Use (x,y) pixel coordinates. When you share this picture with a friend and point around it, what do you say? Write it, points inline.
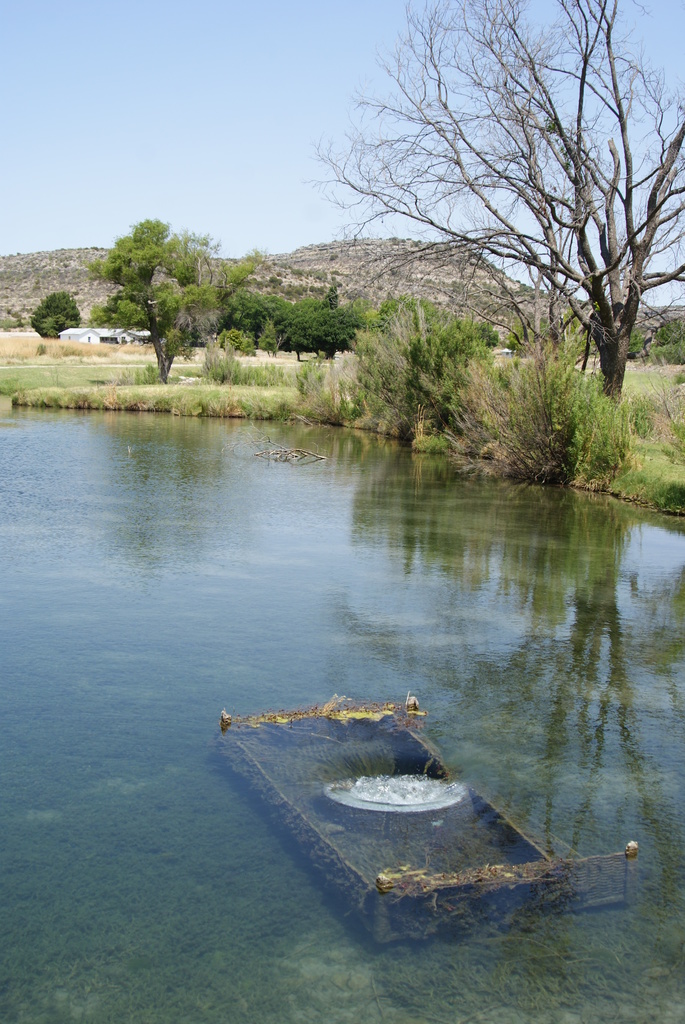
In this image we can see a lake (562,699) and an object (328,841) in it. There is a reflection (515,534) of a sky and the trees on the water surface (548,680). There are many trees (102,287) and plants (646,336) in the image. There is a sky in the image. There is a house (117,338) in the image.
